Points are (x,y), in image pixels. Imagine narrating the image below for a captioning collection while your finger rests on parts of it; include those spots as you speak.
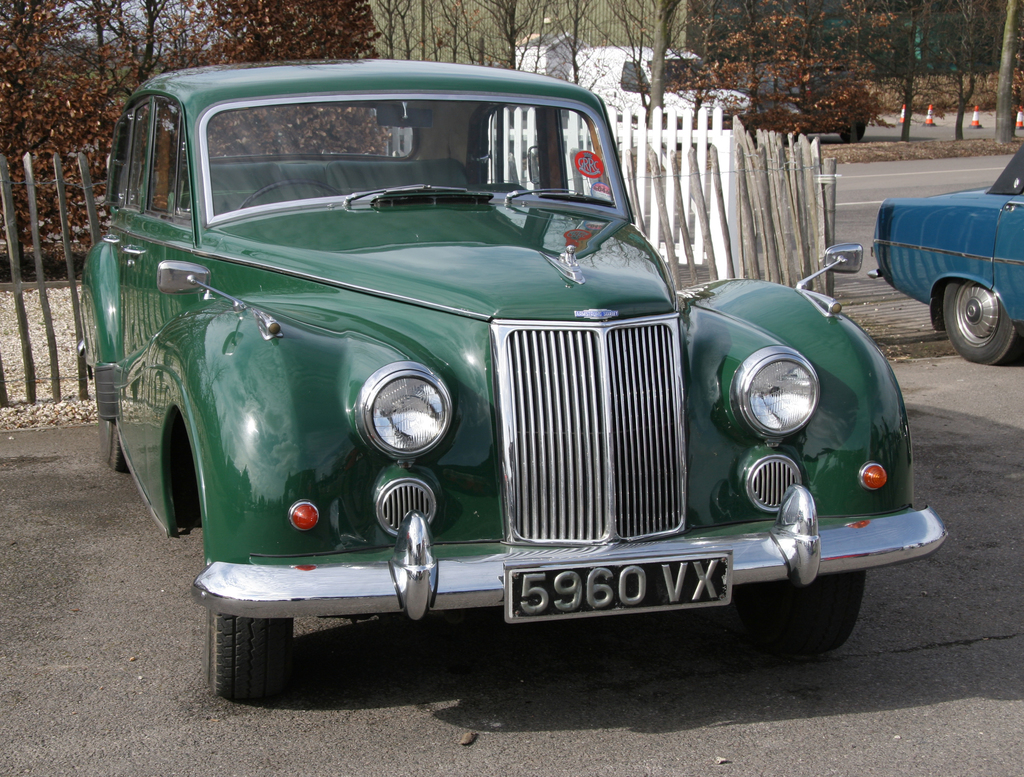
This picture shows few cars (711,331) parked and we see trees (997,35) and a wooden fence (677,189) and we see few cones (977,113) on the ground (948,134) and we see a car (471,370) is green and another one (997,203) is blue in color and we see a white color van (691,66) on the back (632,87).
